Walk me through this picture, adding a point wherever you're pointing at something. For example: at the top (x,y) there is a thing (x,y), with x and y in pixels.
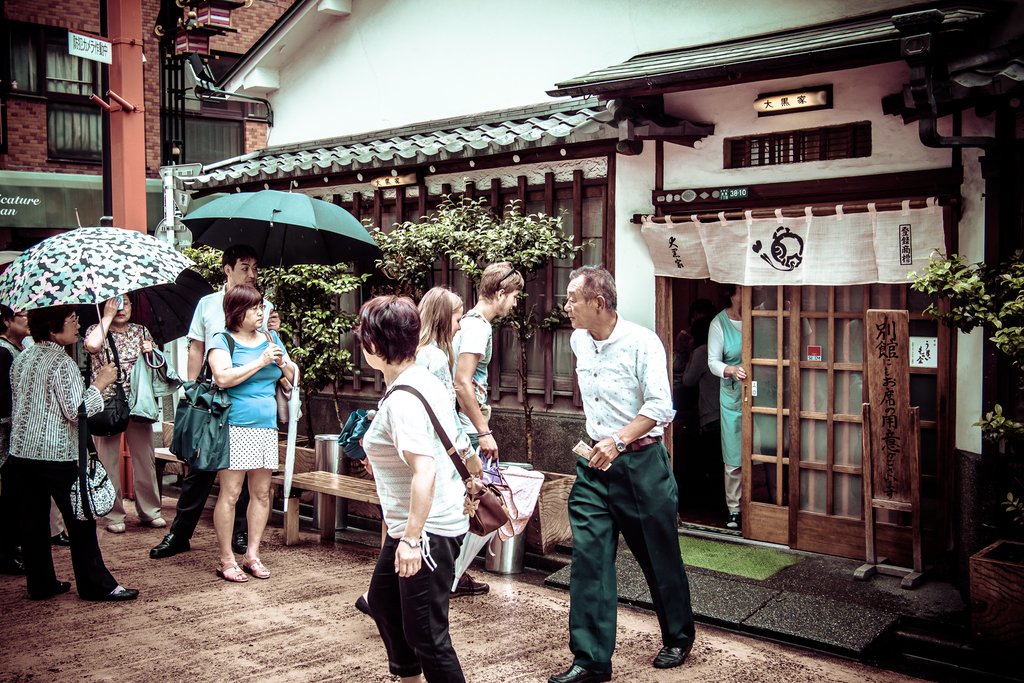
In the image there are few people (146,349) standing outside a house (650,279) and there is a person (738,405) standing at the door (746,396) of the house (758,345), behind the people (245,291) there are some plants (479,229) and in the background (97,155) there is a building (72,148).
